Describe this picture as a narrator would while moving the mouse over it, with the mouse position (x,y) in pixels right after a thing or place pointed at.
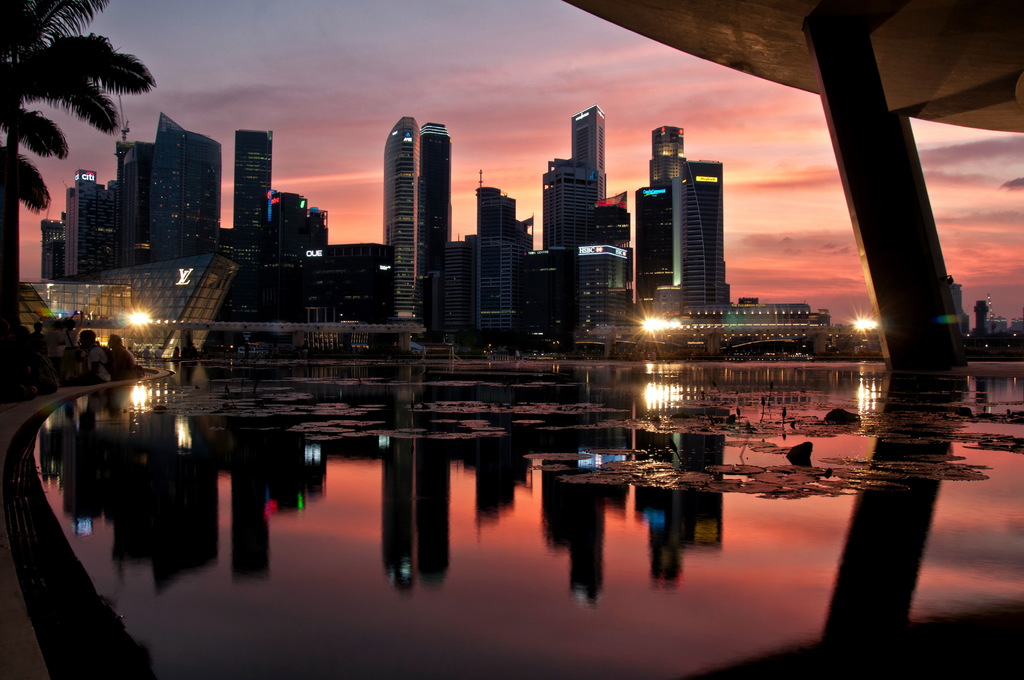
In this image, we can see buildings (203,158), lights (136,310), some people (87,334) and there is a bridge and we can see a tree (61,68). At the bottom (538,491), there is water (526,497) and we can see some shadows (387,476). At the top (415,88), there is sky (389,34).
